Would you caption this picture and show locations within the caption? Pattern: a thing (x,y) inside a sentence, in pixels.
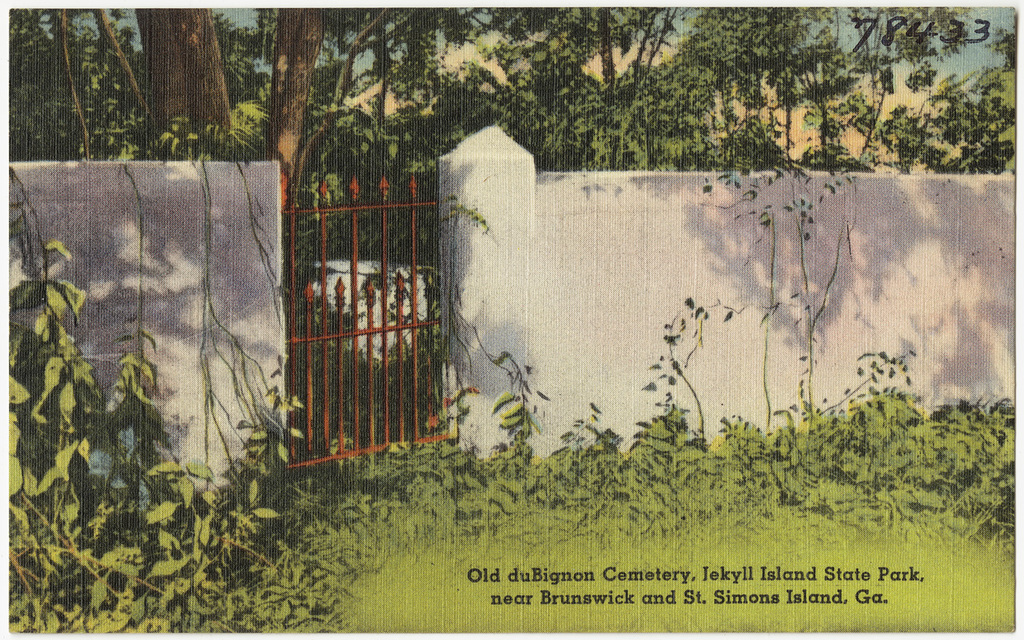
In this image there is a painting (457,308), in the painting (457,308) there is a wall (453,306) with a metal gate (408,312), behind the wall (613,414) there are trees (354,132), in front of the wall (474,269) there is grass (709,545) and plants (711,466) on the surface (148,493).
